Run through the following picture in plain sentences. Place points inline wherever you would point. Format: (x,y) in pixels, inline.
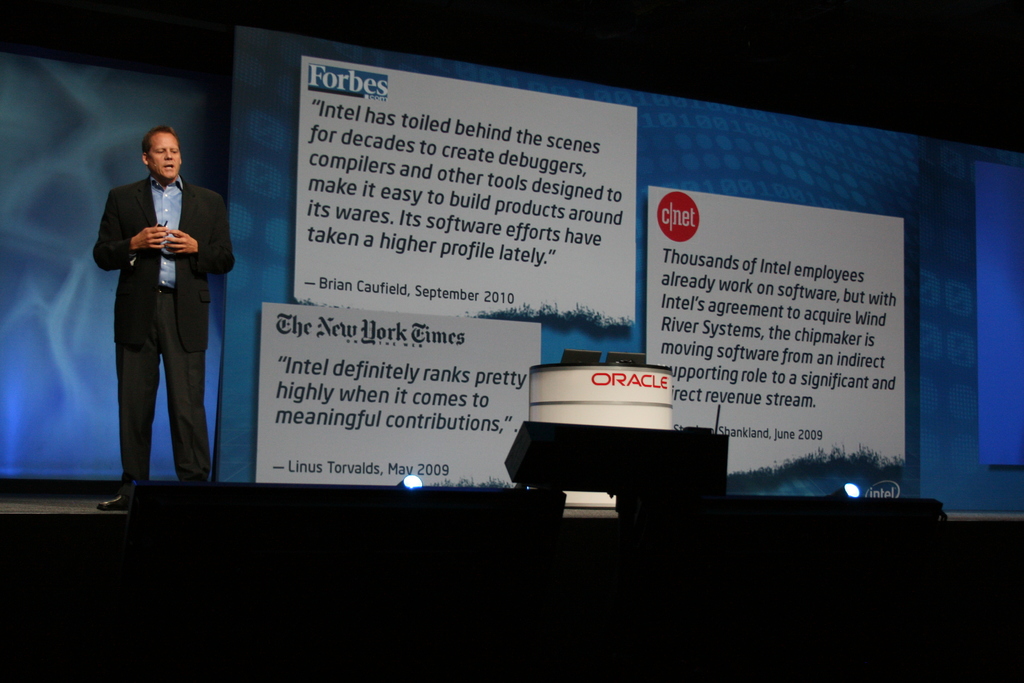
In this image I can see a person (174,263) standing on the left (174,273), wearing a suit (177,333). There is a display screen (451,323) at the back (384,447) and there are lights (850,490) at the bottom (407,479).
